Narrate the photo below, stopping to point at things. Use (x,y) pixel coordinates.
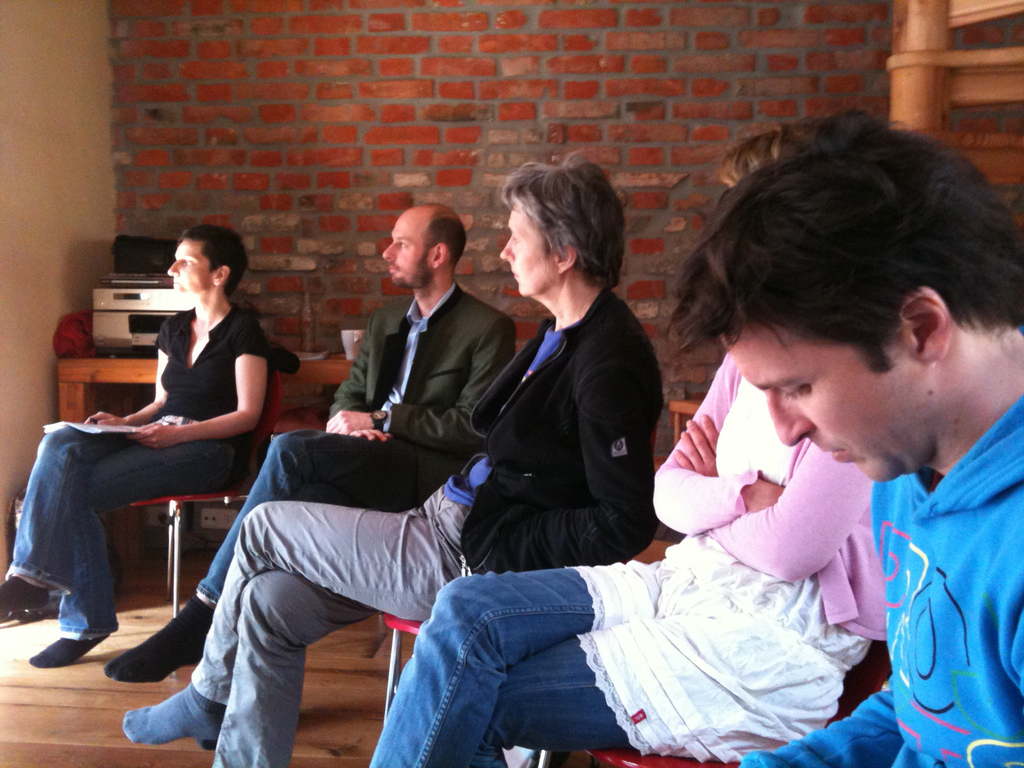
In this image we can see a group of people (703,600) sitting on chairs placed on the floor (332,734). One woman (221,451) is holding a book (130,431) in her hand (170,427). In the background (129,327), we can see a device (134,342), paper (315,358) and cup (353,353) placed on the table (65,392), staircase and the wall (343,81).
